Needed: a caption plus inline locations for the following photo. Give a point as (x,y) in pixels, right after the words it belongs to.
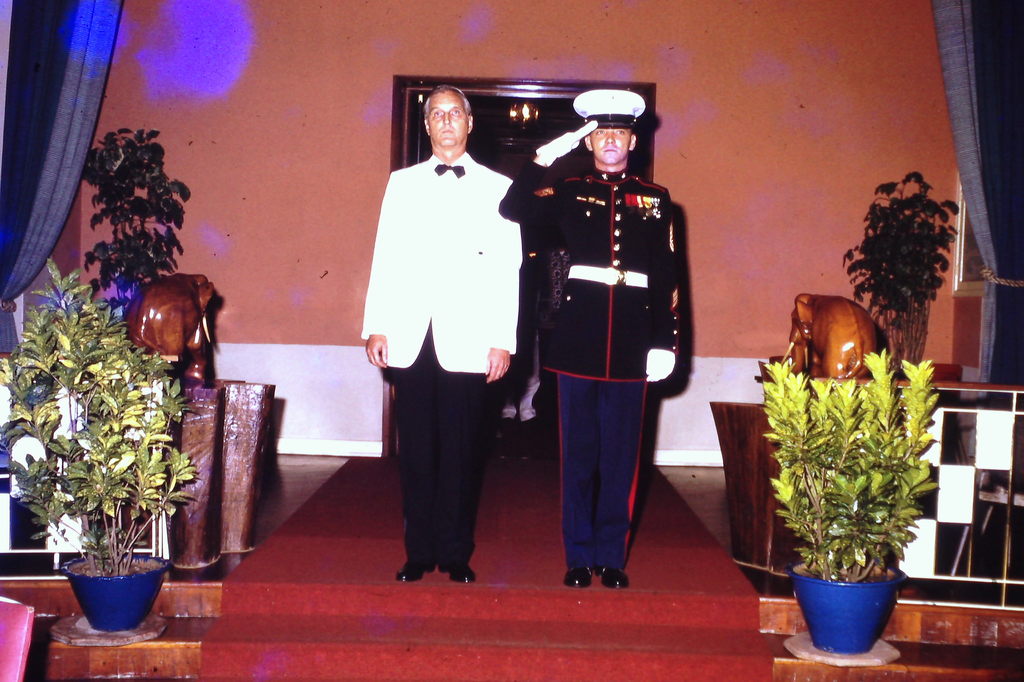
This image consist of two men (445,416). At the bottom (392,629), there is a red carpet (445,647). On the left (139,496) and right, there are plants (92,509), idols of an elephants (189,366) and the curtains (34,241). In the background (349,192), there is a wall (250,257).
